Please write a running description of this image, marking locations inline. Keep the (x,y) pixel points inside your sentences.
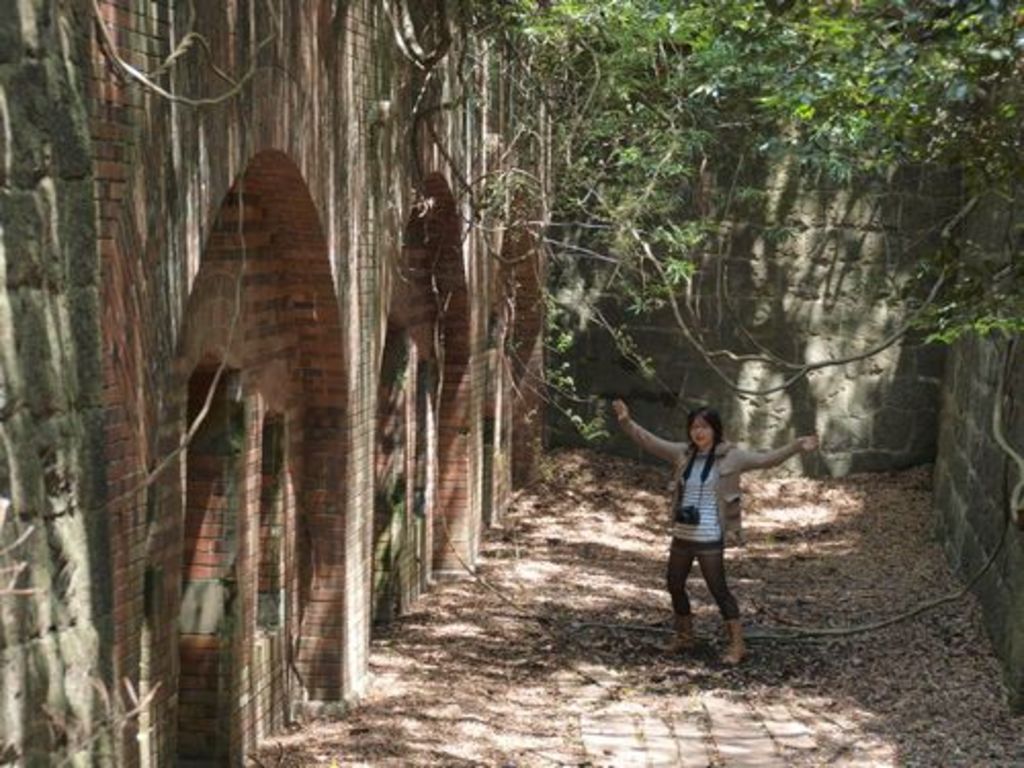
In this picture we can see a woman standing on the ground (846,619), she is wearing a camera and in the background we can see a wall (422,577), trees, dried leaves (483,625).
